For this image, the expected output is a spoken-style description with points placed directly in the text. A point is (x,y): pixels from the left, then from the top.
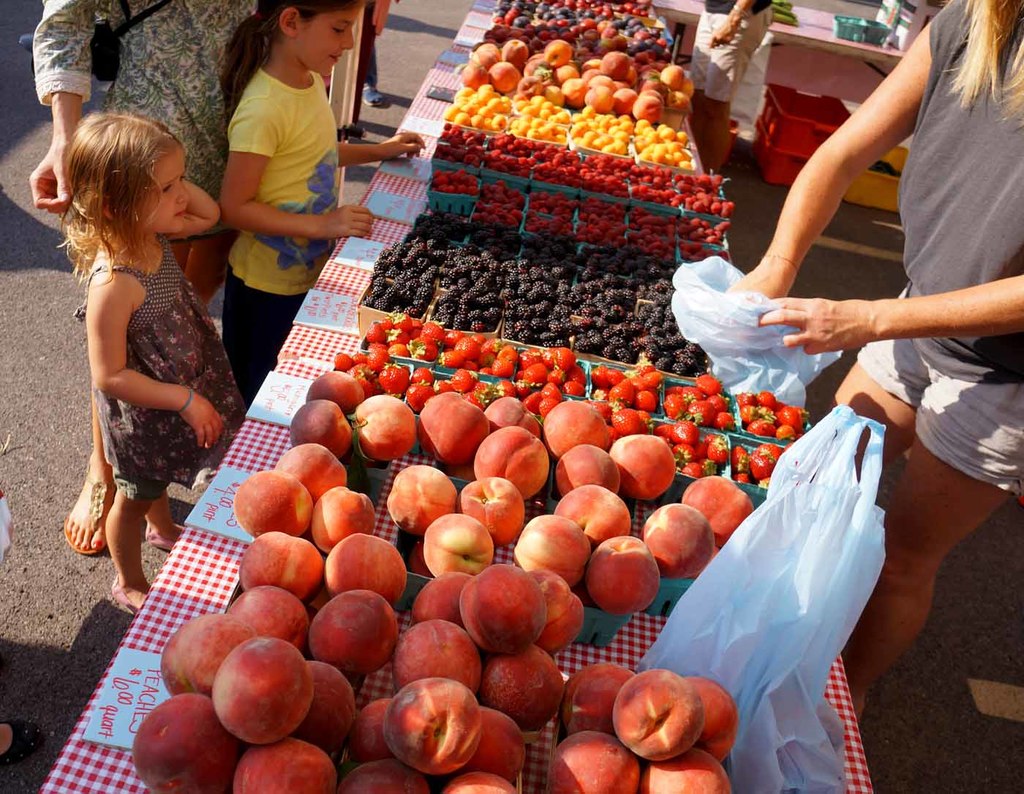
In this image, we can see some fruits (502,582) on the tables (430,86), at the left side (169,265) there are some people (192,160) standing, at the right side (961,431) there is a woman (933,279) standing and she is holding a polythene cover (718,332).
